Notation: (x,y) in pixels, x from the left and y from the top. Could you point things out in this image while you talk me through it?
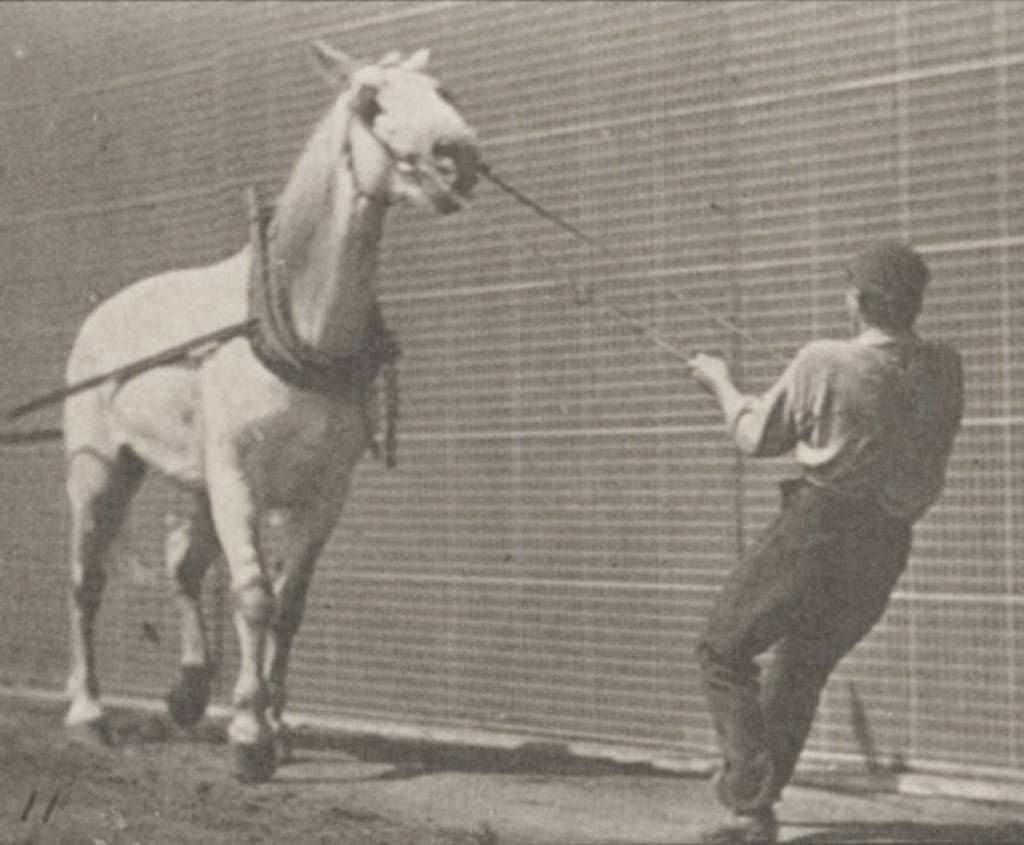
This looks like an old black and white image. I can see a horse (299,407) and a man (775,641) standing. This man (768,415) is holding the ropes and pulling the horse (355,248). I think this is the wall (605,210).
